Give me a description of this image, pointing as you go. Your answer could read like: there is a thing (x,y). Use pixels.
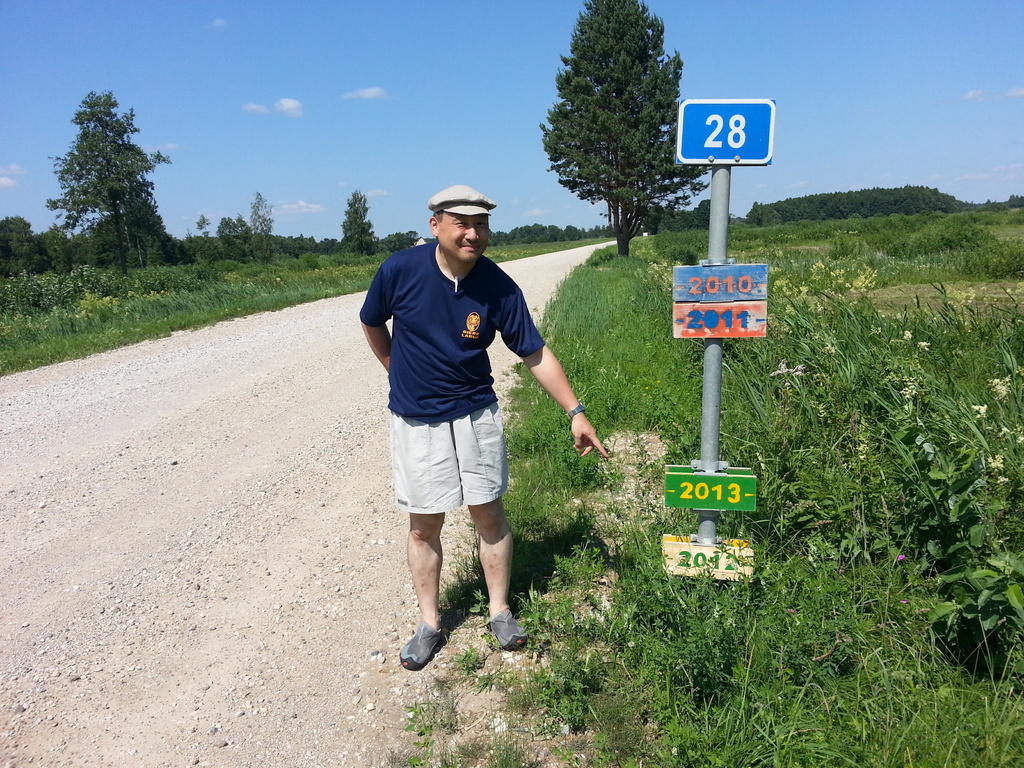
In this image I can see a person (431,339) wearing blue t shirt (416,334), white short (424,437) and foot wear (425,624) is standing on the ground (400,696). I can see a pole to which few sign board (700,137) are attached. In the background (656,119) I can see few trees (300,246), the road (555,284), some grass (590,268) and the sky (536,130).
